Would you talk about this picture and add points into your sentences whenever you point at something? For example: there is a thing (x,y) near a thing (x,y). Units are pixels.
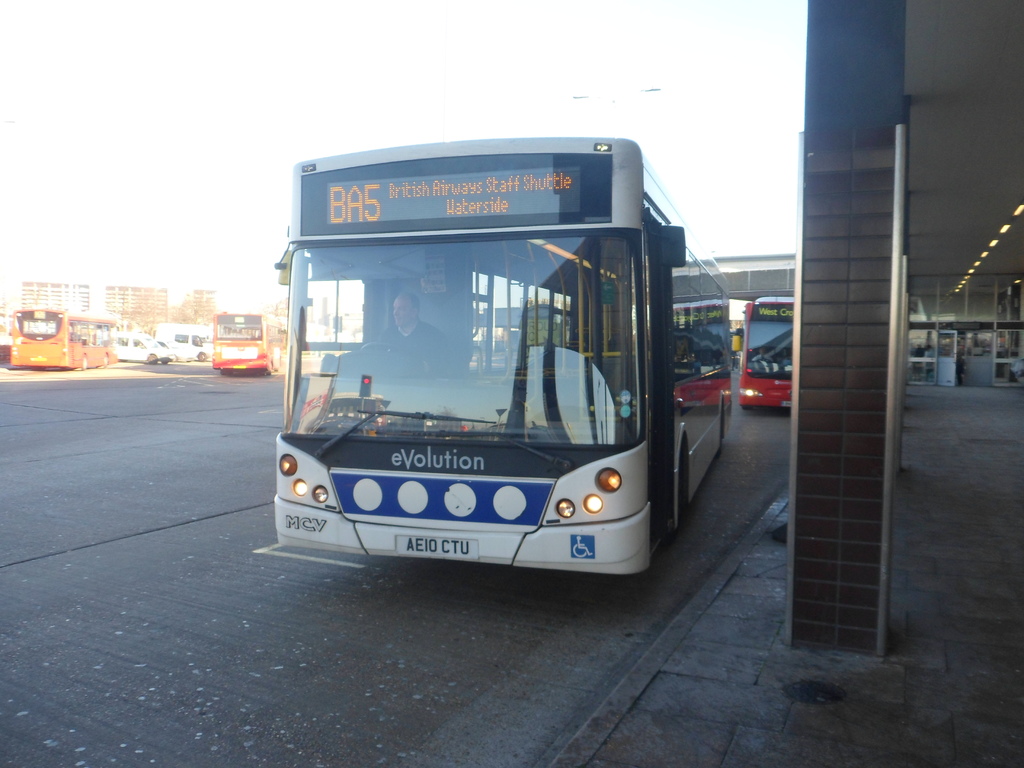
In this picture I can see the vehicles (289,510) on the road (266,527). I can see the buildings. I can see light arrangements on the roof (941,271).
